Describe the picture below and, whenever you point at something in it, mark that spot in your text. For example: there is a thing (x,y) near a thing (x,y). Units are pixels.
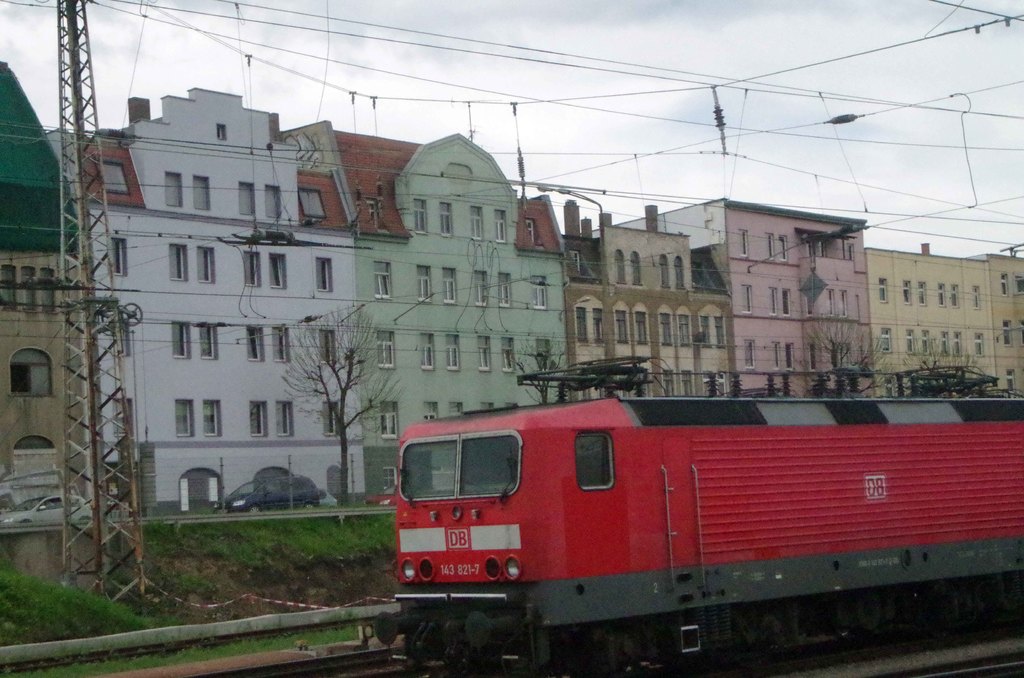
In the center of the image (506,449) we can see a train (715,582), which is in a red color. In the background (768,200), we can see the sky (571,46), clouds (689,114), buildings (730,256), windows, wires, grass (58,588), trees (351,375), vehicles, one pole type structure (108,476) and some objects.
